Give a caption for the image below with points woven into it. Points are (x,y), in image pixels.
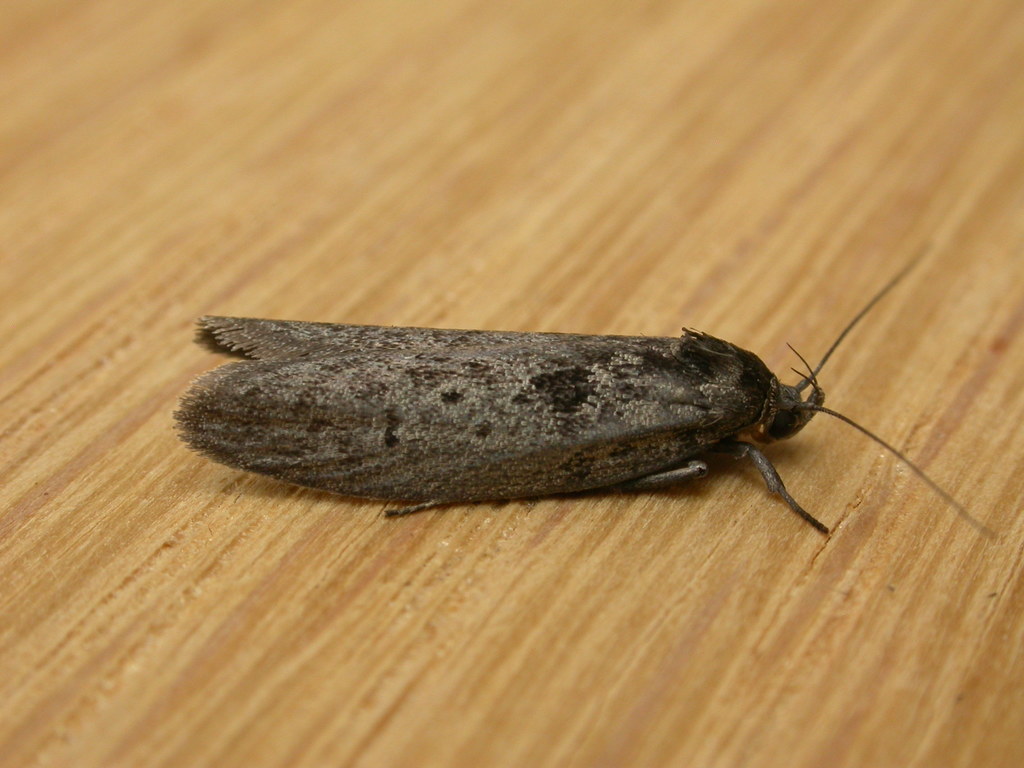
It is an insect (641,398).
